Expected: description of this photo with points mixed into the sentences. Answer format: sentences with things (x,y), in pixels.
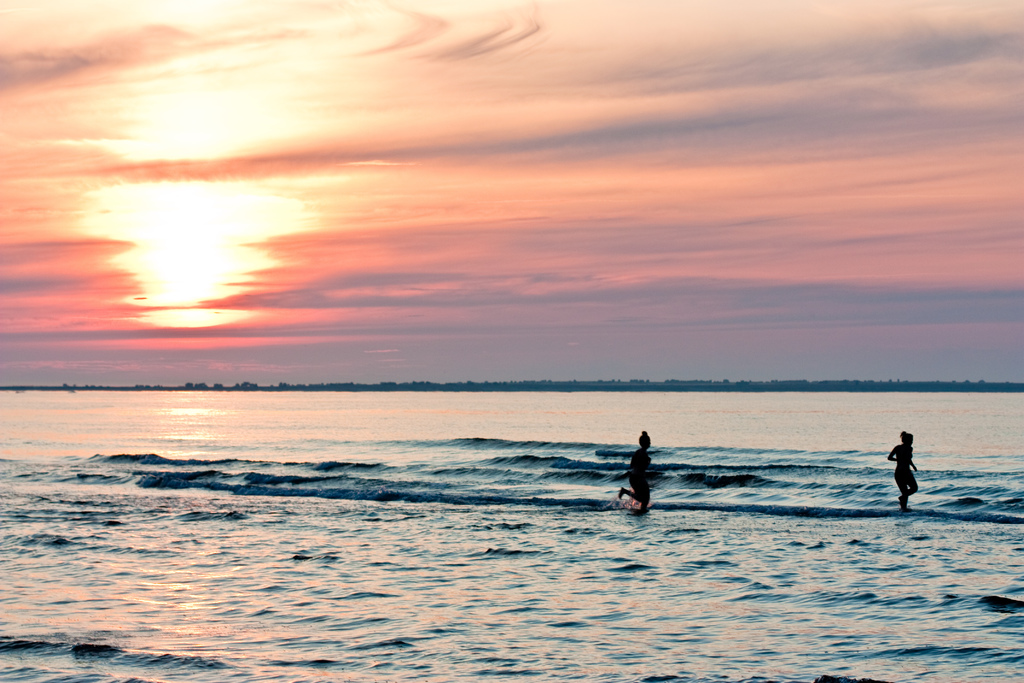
In this picture we can observe two persons (647,454). There is a river (411,454). In the background (208,385) there is a sky (536,208) with some clouds (475,174). We can observe orange color in the sky (531,178).
